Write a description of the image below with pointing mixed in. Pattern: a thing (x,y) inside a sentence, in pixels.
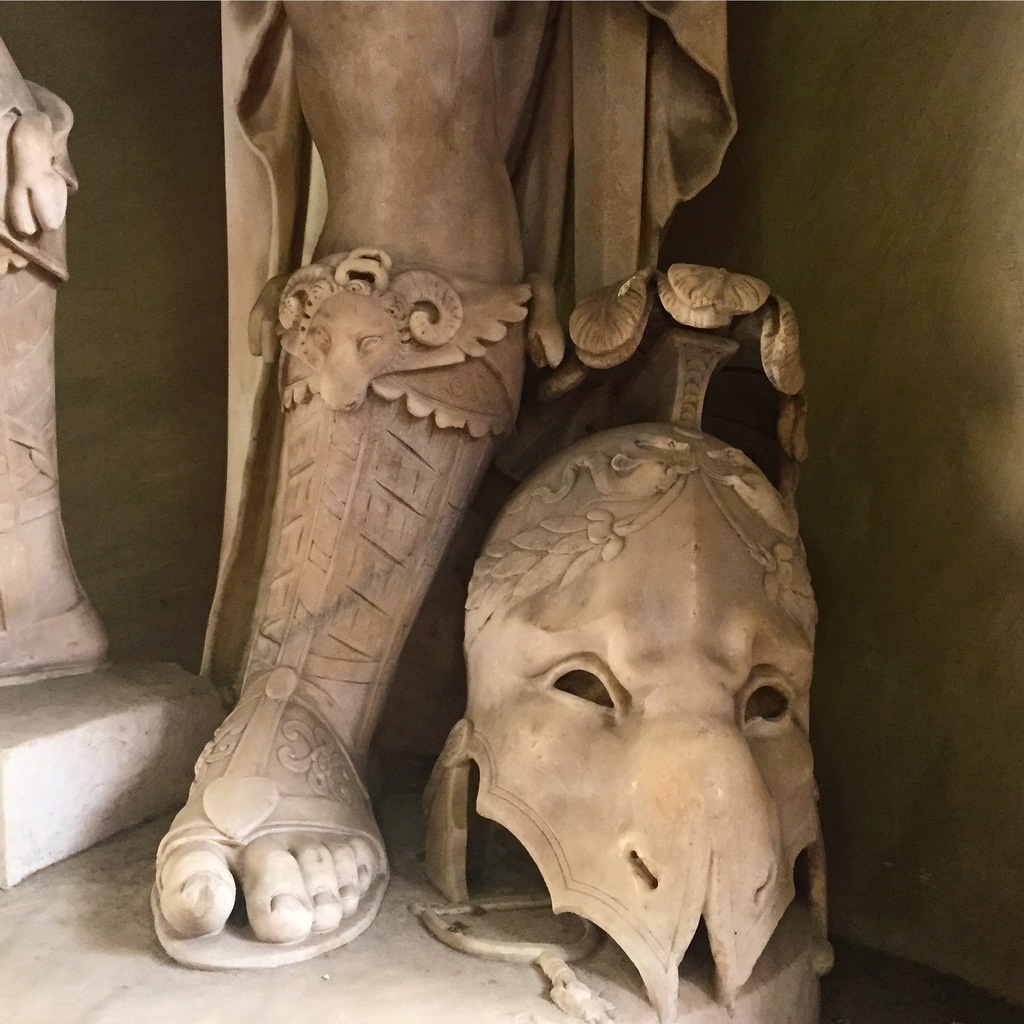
In this picture I can see the statue (414,567). I can see the leg (461,520) of a person (283,398). I can see the helmet (626,635).
